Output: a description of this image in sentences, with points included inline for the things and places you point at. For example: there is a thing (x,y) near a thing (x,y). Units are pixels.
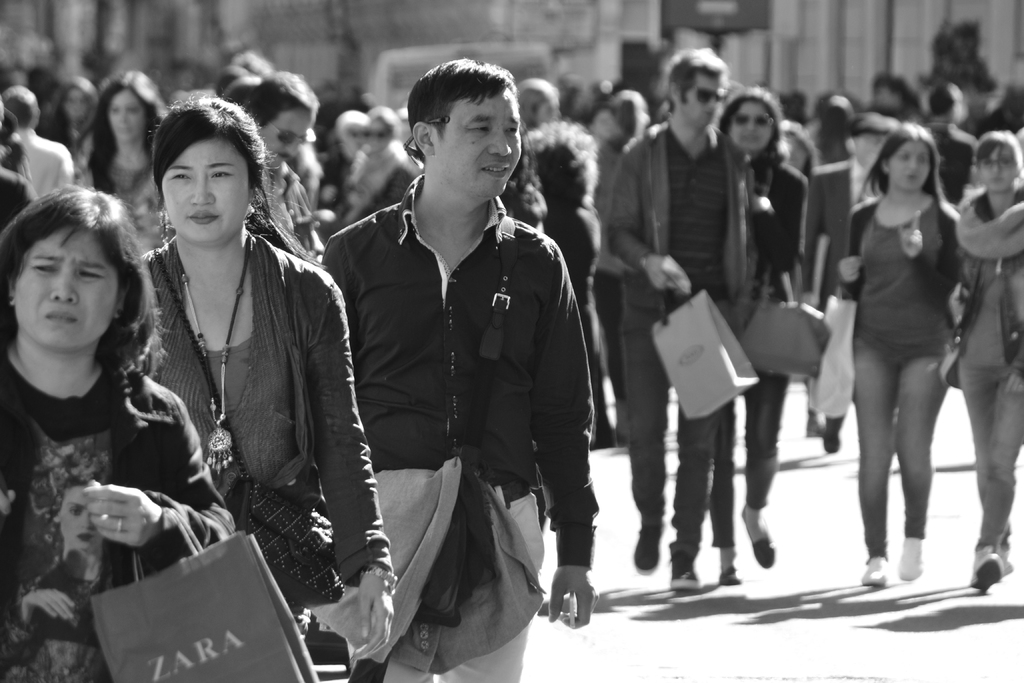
In this picture we can see a group of people (774,414) on the ground (784,550), some people (659,469) are carrying bags (819,334) and in the background (448,31) we can see some objects (745,64) and it is blurry.
